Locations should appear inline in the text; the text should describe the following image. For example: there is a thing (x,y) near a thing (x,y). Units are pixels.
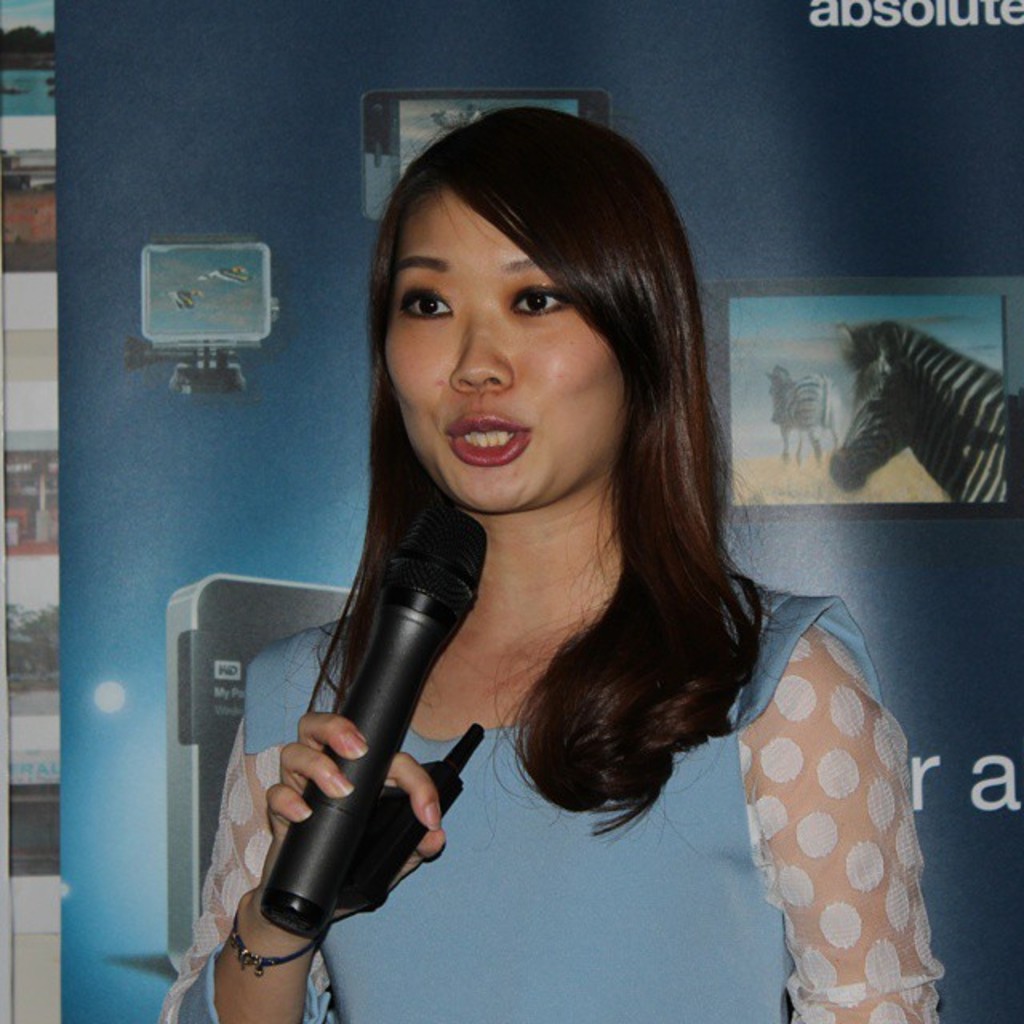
In the image we can see there is a woman (513,814) who is holding a mike (383,711) in her hand (286,943).
